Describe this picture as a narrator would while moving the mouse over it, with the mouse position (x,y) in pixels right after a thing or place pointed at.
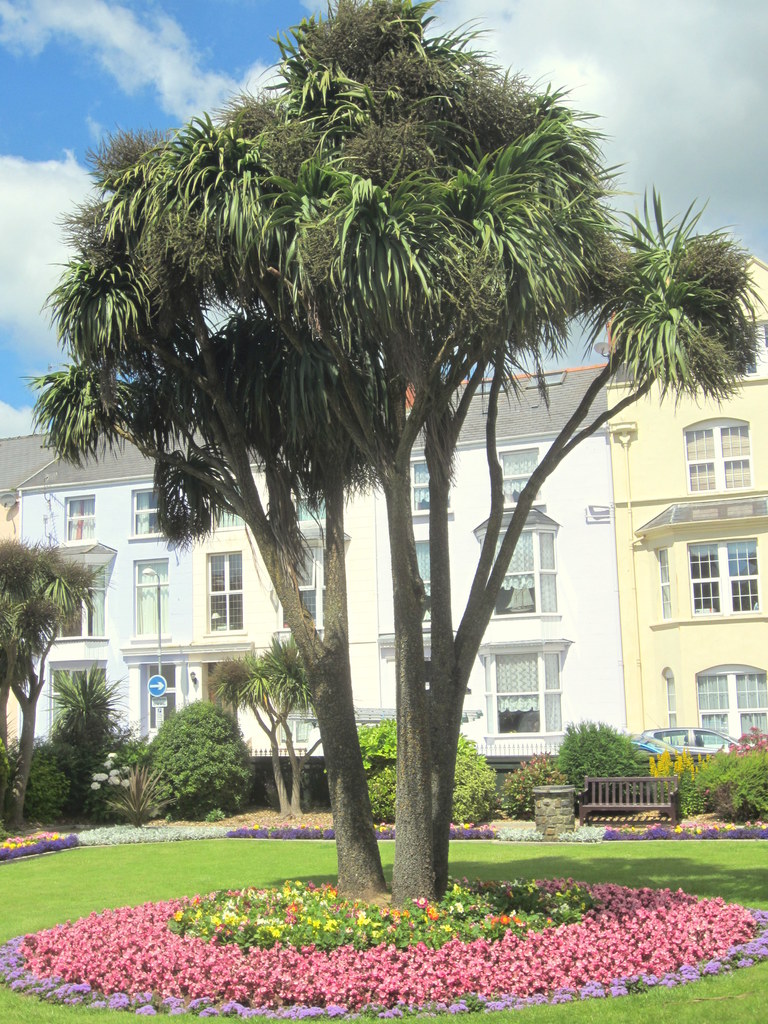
In this image there is the sky (667,65) towards the top of the image (641,106), there are clouds (246,92) in the sky (658,58), there are buildings (383,568), there are windows (239,599), there are curtains (506,696), there is a pole (158,662), there is a board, there is a bench (611,797), there are trees (441,768), there are plants (113,952), there are flowers (275,918), there is grass (70,889) towards the bottom of the image (696,991), there is a car (691,743) towards the right of the image (678,736).
